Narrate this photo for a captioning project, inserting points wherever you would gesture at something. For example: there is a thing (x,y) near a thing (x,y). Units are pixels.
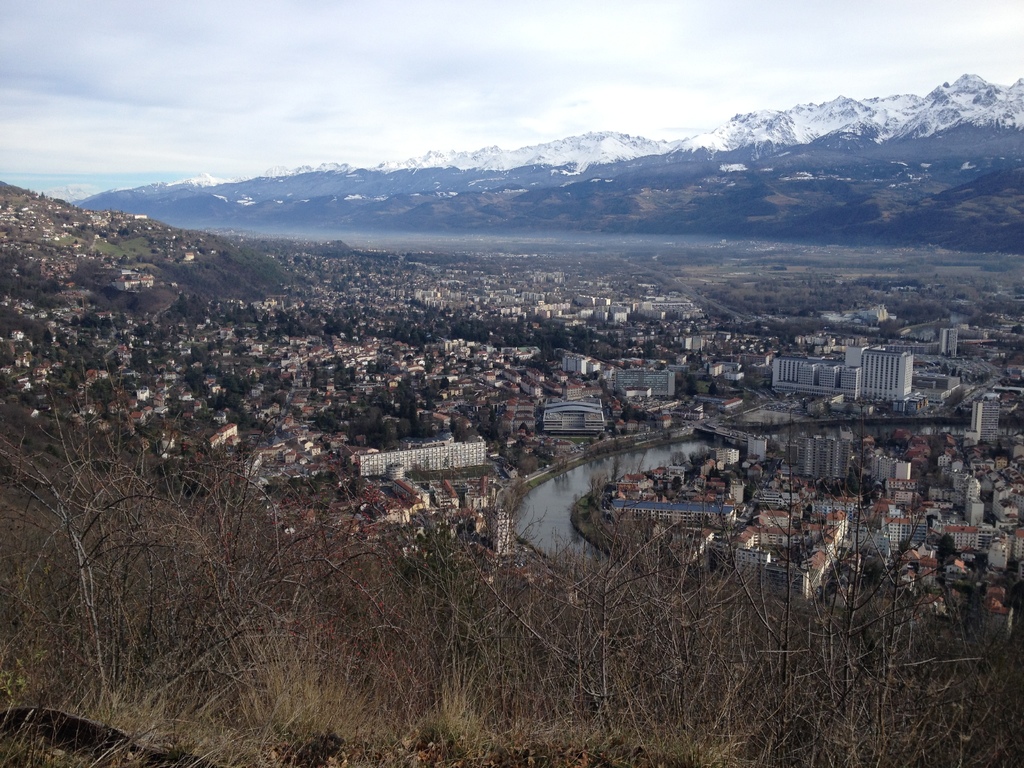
In this picture we can see buildings (987,427), trees (94,364), and water (585,475). In the background (207,191) we can see a mountain (846,176) and sky (641,88).
